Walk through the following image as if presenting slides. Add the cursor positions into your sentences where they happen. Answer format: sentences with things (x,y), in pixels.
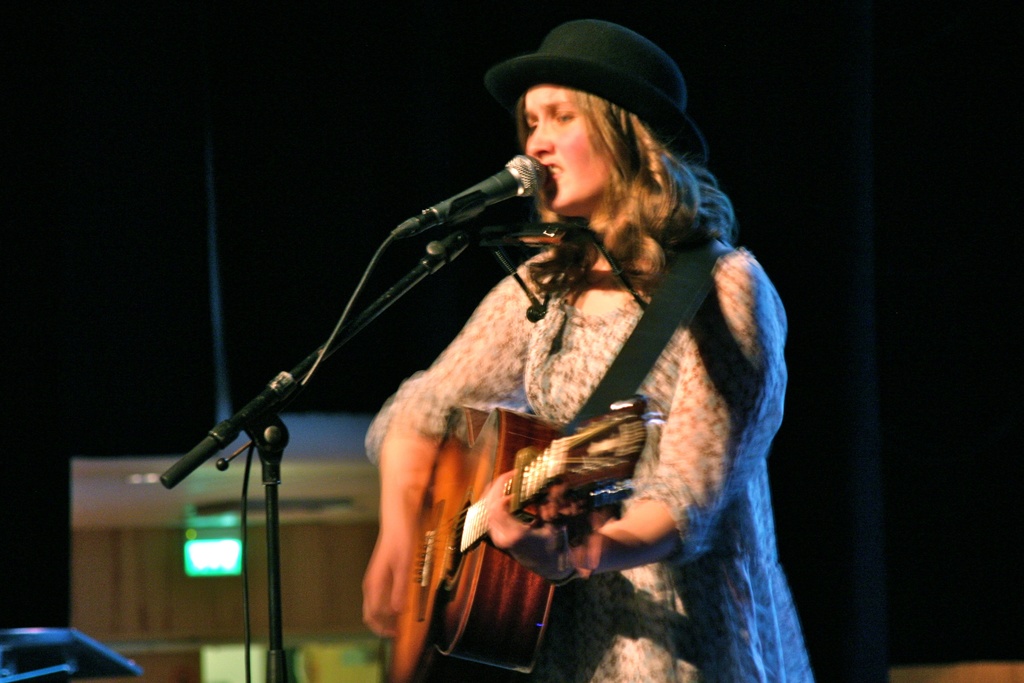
In this picture a woman (592,244) is singing and playing guitar (522,441) in front of microphone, in the background (206,549) we can see a light (216,541).
